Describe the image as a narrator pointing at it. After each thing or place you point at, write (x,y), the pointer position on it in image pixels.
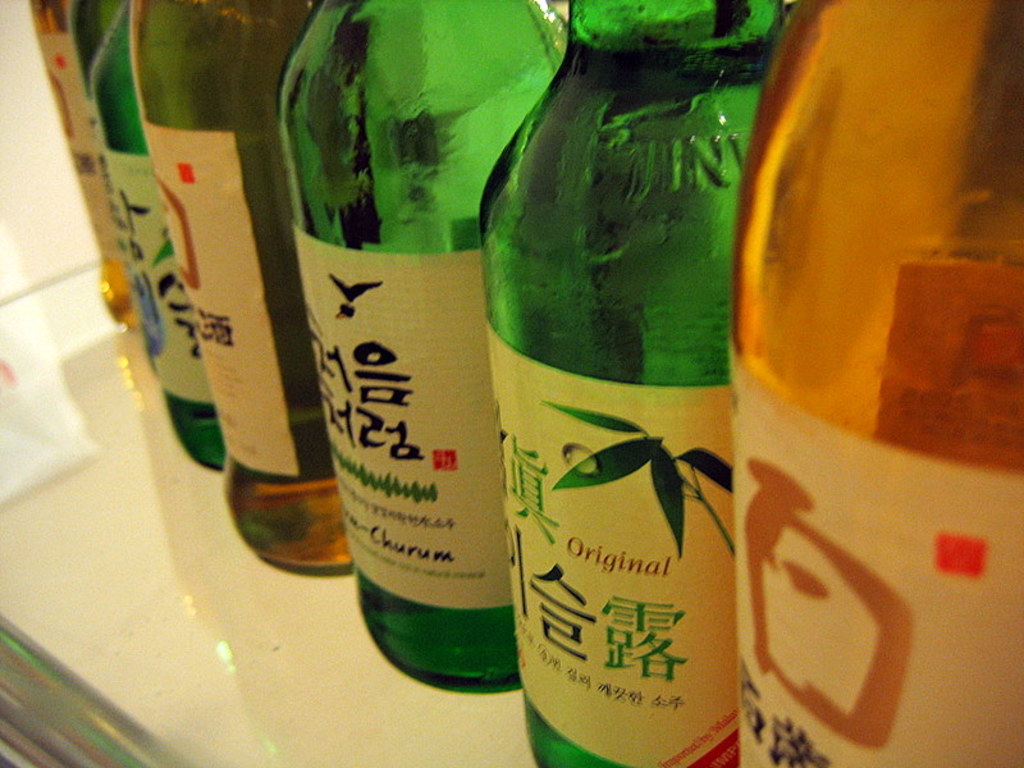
In the picture we can see a white color table (40,634) on it we can see some wine bottles (912,704) with labels (207,169) on it.
